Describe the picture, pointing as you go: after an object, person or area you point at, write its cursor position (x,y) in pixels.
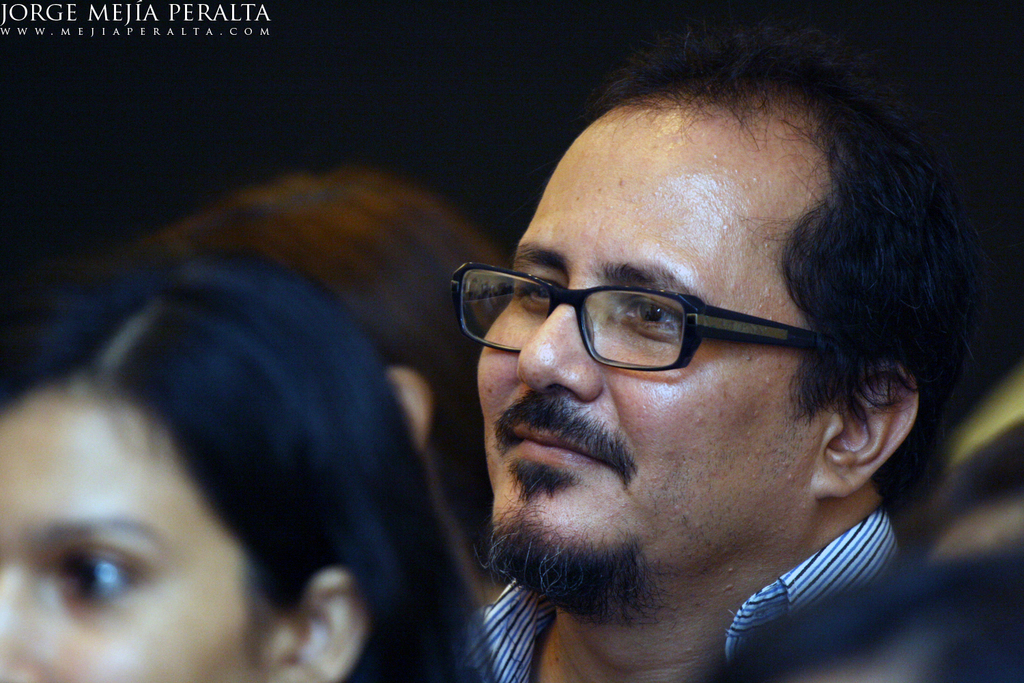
In this picture, we can see a few people (807,648), and the dark background (285,20), we can see watermark (156,30) in the top left corner (149,29).
